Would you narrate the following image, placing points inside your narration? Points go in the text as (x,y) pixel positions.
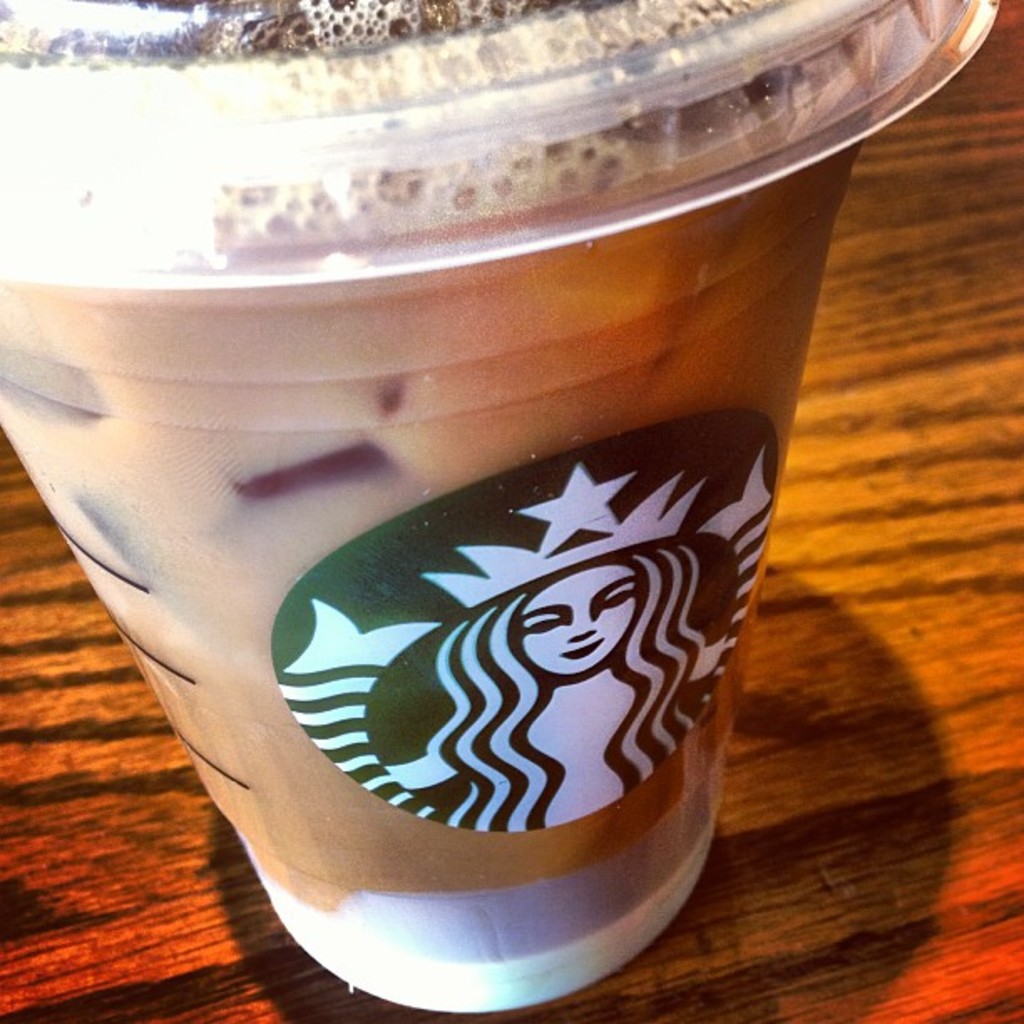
There is a coffee cup (487,560). Labeled with Starbucks symbol (689,510). It is on a table (853,816).
